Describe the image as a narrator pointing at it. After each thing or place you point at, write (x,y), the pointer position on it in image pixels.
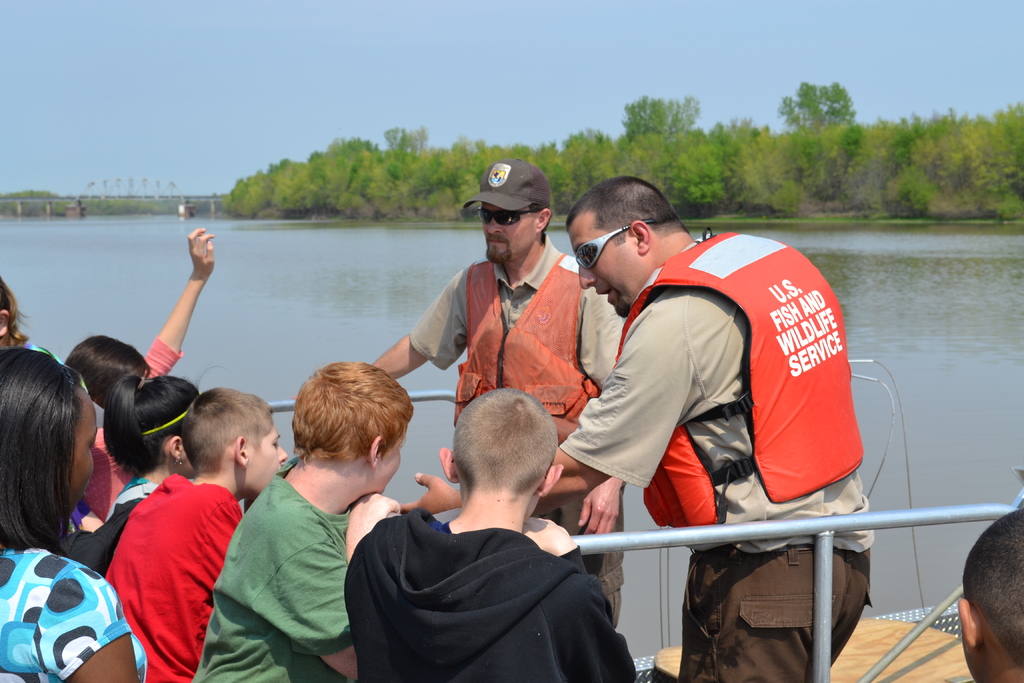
In this picture there are two men (582,351) who are standing on the boat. At the bottom (489,465) I can see the children (73,419) who are standing near to the fencing (764,531). In the back (222,336) I can see the lake (222,336). In the background (501,150) I can see the bridge (68,217), poles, trees (834,173), plants (937,204) and grass (1002,219). At the top (346,52) I can see the sky (377,71).
